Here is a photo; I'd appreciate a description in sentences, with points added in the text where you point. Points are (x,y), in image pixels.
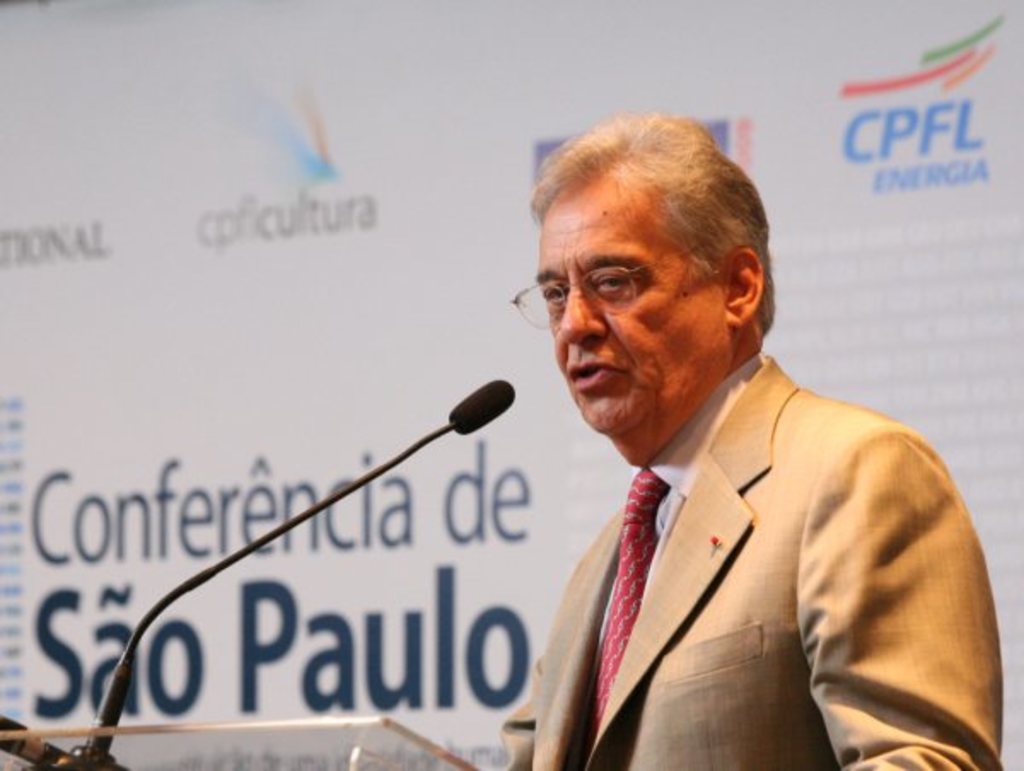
This picture is clicked inside. On the right (713,465) there is a person (687,453) wearing suit (714,586), standing and seems to be talking. On the left (72,750) there is a microphone (139,636) attached to the podium (257,729). In the background (832,73) there is a banner (60,629) on which we can see the text (60,629) is printed.
